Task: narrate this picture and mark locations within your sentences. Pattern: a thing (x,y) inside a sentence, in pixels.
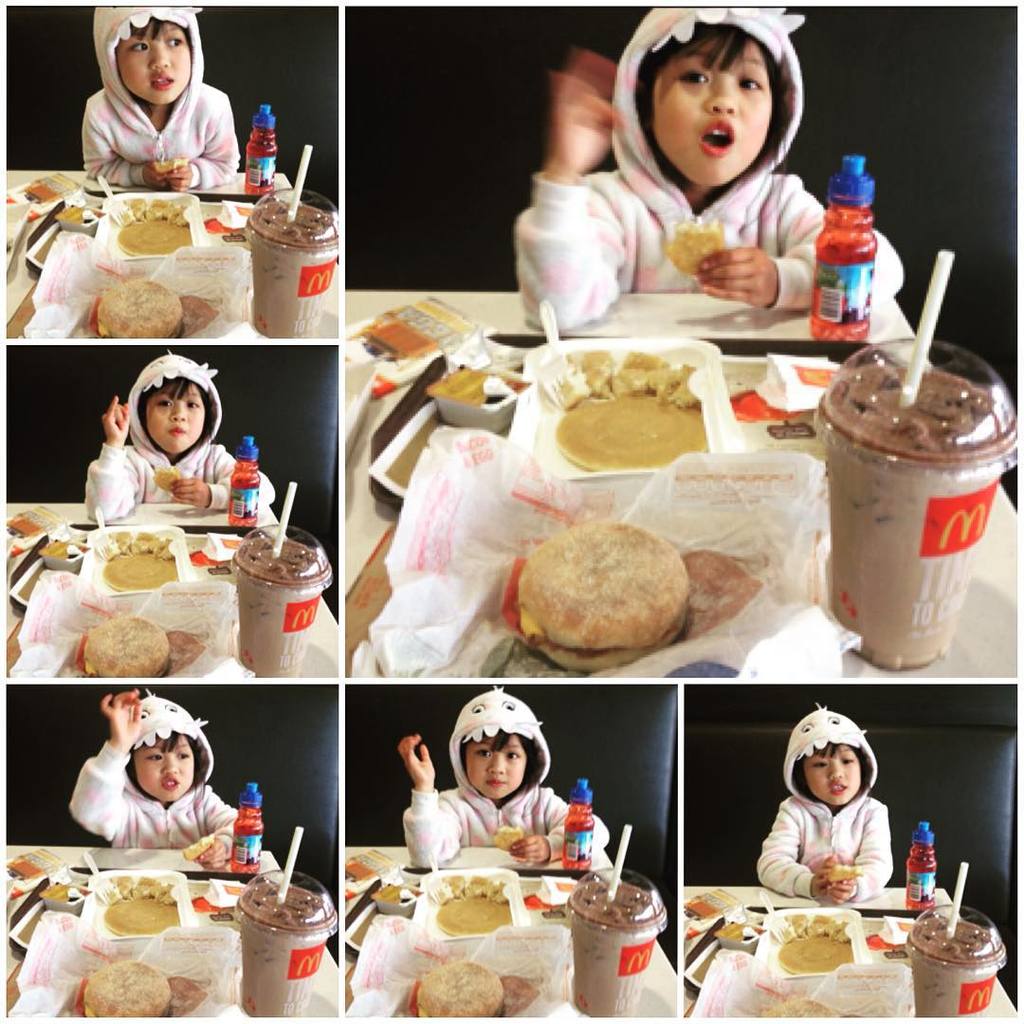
This is a collage image, in this image there is a child (421,836) sitting on a chair (750,864), in front of the child (765,861) there is a table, on the table (729,889) there are food items (816,956), bottles (917,859) and he is giving different gestures in each photo.
